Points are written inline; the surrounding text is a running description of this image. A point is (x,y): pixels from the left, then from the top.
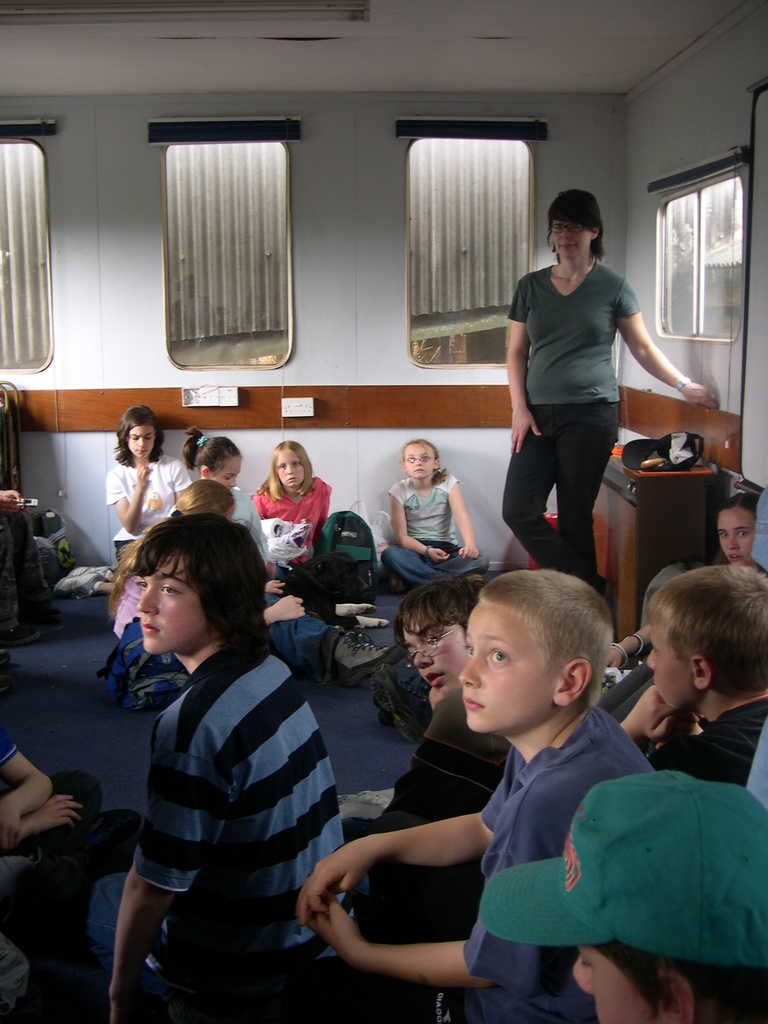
In the picture there are few people (214,754) sitting on the floor (45,684) in a room (374,301) and behind them on the right side (593,440) there is a woman (589,515) standing beside a table (655,487). In the background (259,360) there are few windows (201,339).
